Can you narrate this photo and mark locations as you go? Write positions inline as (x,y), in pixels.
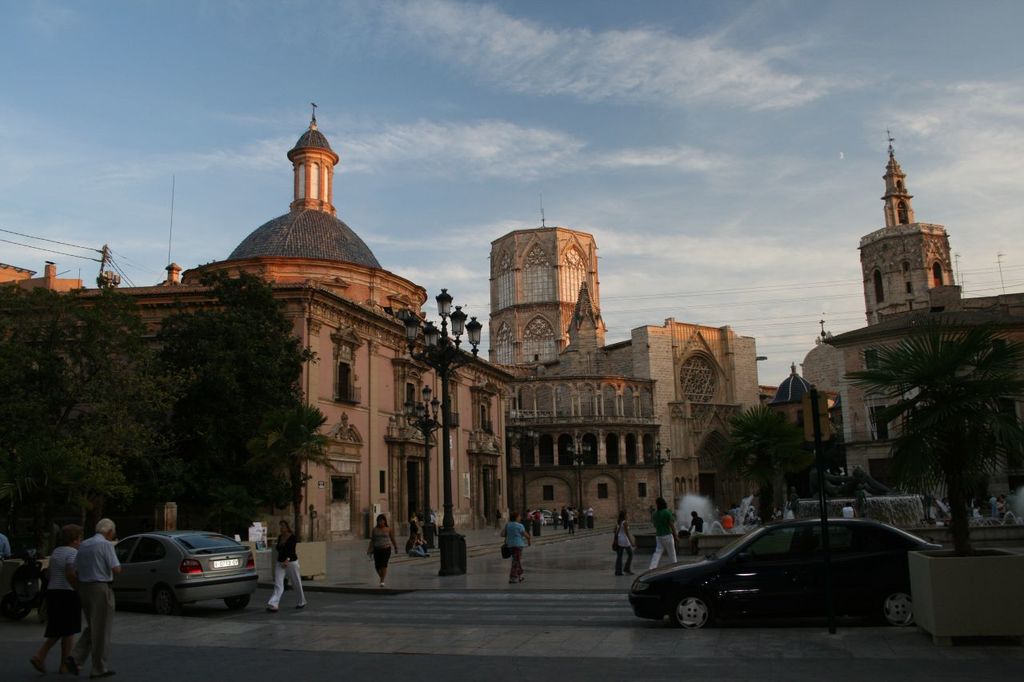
In this image I can see buildings (558,447). There are trees (6,470), vehicles (711,569), group of people (629,561), lights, cables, water fountains (1016,505) and in the background (441,203) there is sky (84,95).
